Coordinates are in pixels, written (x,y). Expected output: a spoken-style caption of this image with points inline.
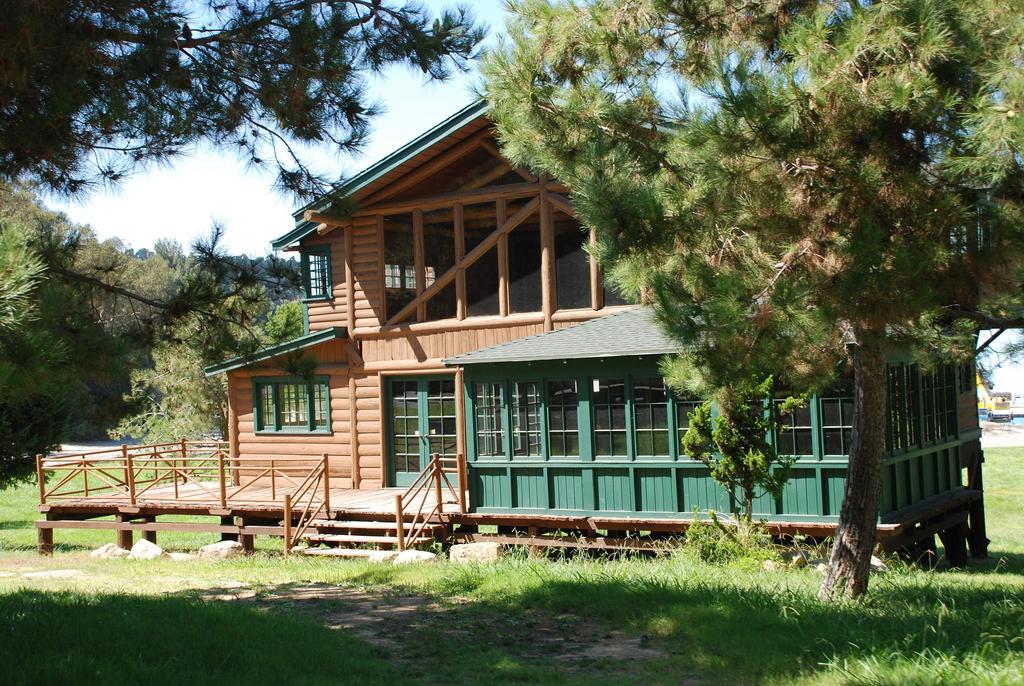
In this image we can see a house (424,334), windows (565,428), door (392,416), staircase (304,517), grills (134,459), also we can see some plants (685,540), trees (303,133), grass (277,655), also we can see the sky (382,75).
